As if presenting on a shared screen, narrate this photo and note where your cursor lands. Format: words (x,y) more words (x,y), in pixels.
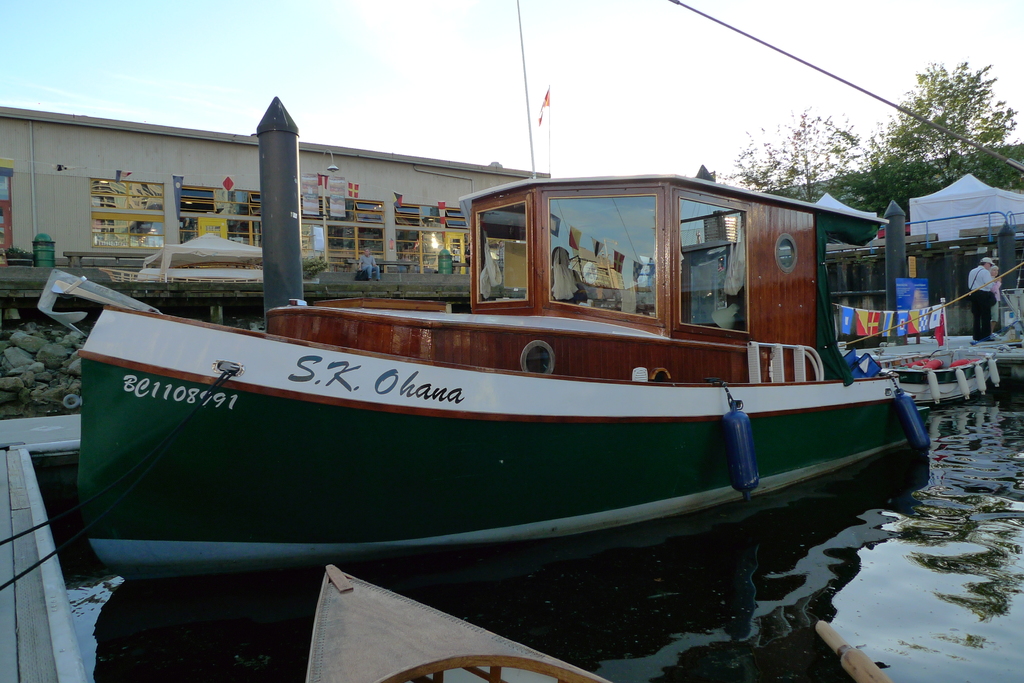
In this image we can see a ship (536,296) on water (890,593), in the background (357,218) there is a building (408,220), on the left of the picture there is a person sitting and there are some trees (905,177).
